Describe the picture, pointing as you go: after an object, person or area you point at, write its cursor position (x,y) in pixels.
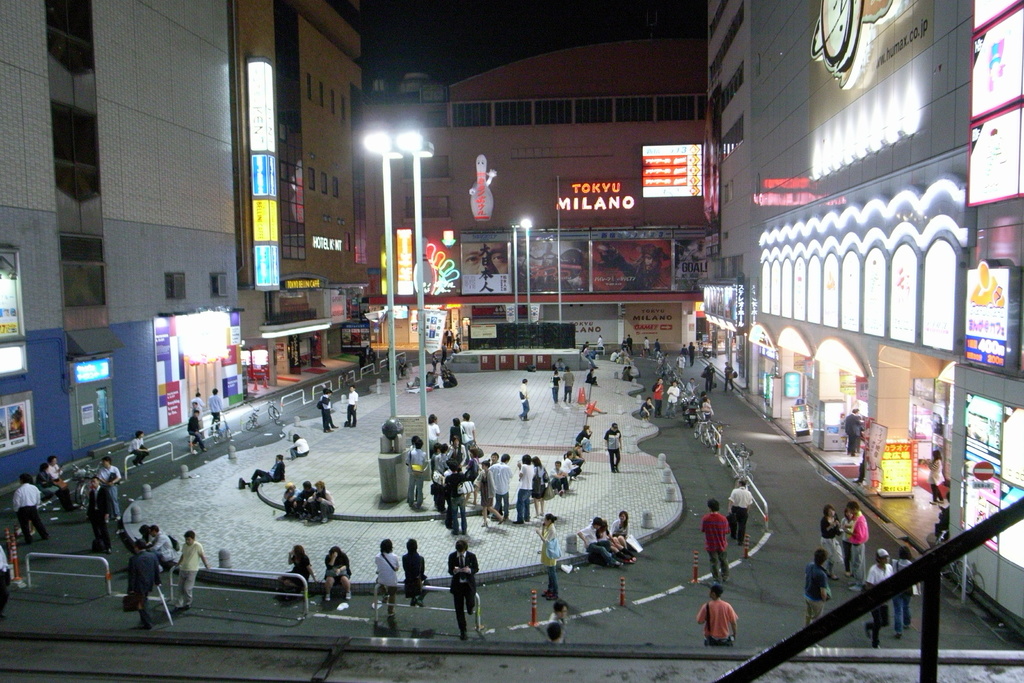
In this image I can see number of people (598,542) where few are sitting and rest all are standing. I can also see few buildings (550,195), number of boards (191,316), few poles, few lights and on these boards (826,319) I can see something is written.
